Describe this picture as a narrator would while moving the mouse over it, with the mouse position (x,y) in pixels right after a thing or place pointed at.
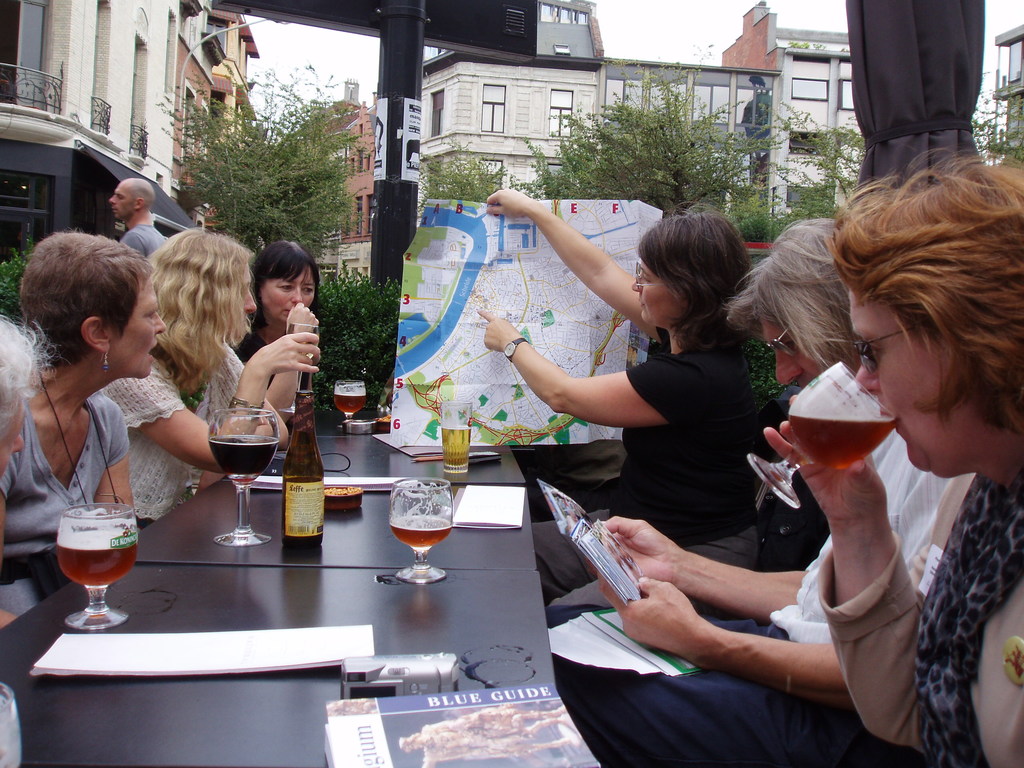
This is a picture taken in the outdoor, here are a group of people (688,582) sitting on a chair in front of the people (560,473) there is a table (152,680) on the table (118,587) there is a glass (109,617), paper (282,647) and a bottle (307,532). The woman (683,395) in black dress (665,397) holding a map (488,308). Background of this people (707,403) there are trees (616,188), building (511,124) and a pole (380,99) which in black color.
